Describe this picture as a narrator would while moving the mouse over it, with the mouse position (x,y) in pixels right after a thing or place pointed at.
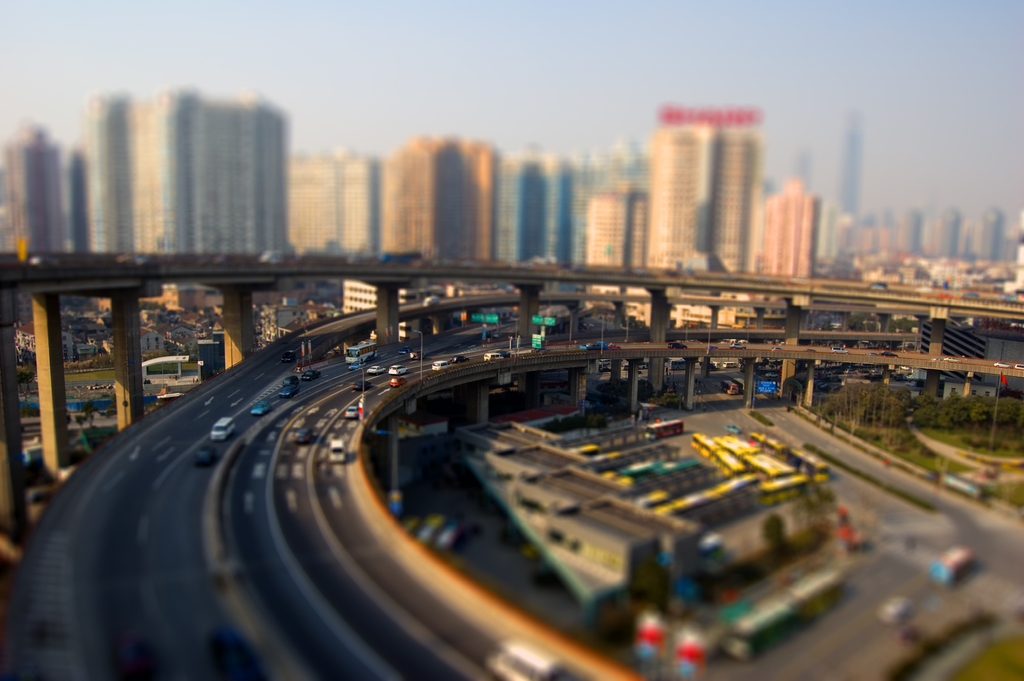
In this image, I can see three bridges (218,413) and vehicles (361,365) behind this three bridges (683,281), I can see certain buildings (613,166) under the bridge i can see few buses (811,454) which are parked.
